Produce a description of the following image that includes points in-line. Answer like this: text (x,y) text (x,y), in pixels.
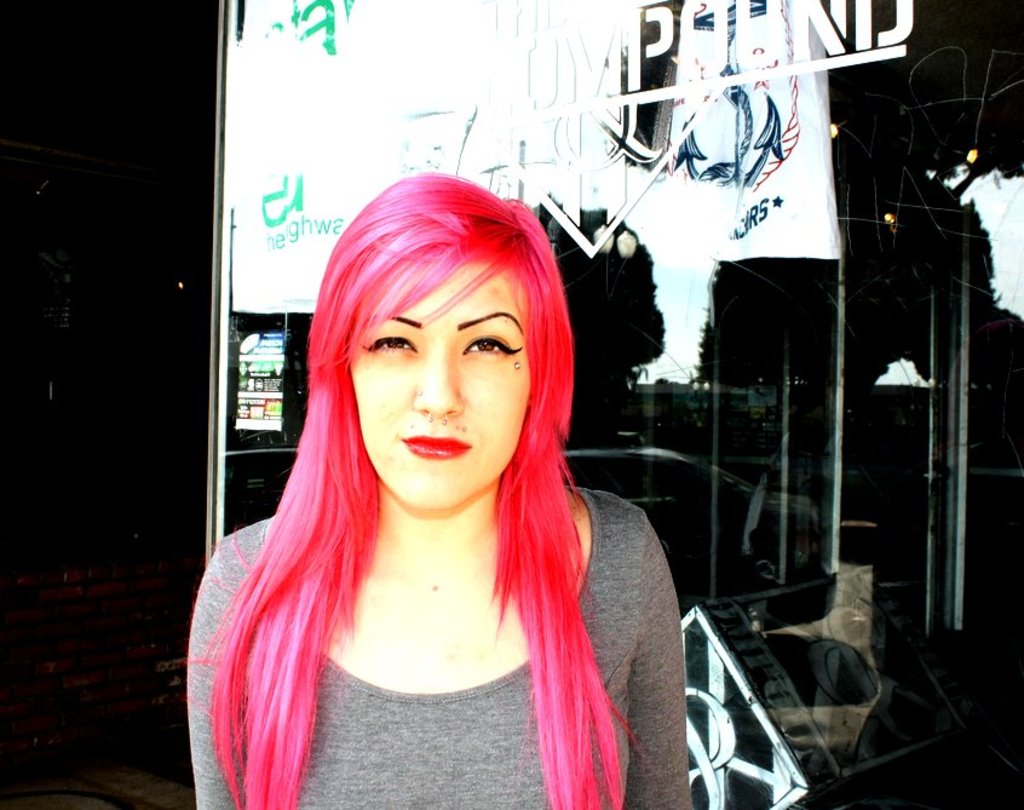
This is an image. In this image, in the middle (498,528), we can see a woman (510,461) with pink hair (493,229). In the background (783,62), we can see a board (354,165) and black color.
